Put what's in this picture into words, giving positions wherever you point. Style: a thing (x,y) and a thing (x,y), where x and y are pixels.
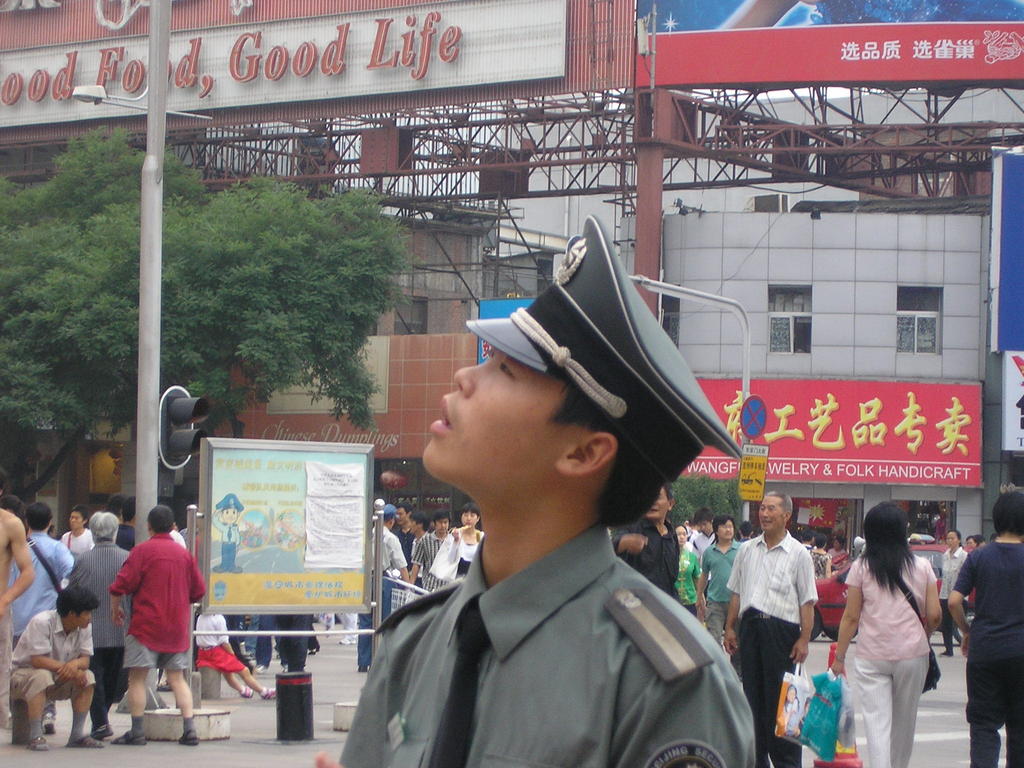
In this image in the front (529,536) there is a person (521,605) standing. In the background (193,597) there are persons (99,616) sitting, standing and walking and there is a board (299,535) with some text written on it. There is a pole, there is a tree (244,282) and there are buildings (415,264). On the top of the buildings (517,262) there are banners (365,71) with some text (283,63) on it.
